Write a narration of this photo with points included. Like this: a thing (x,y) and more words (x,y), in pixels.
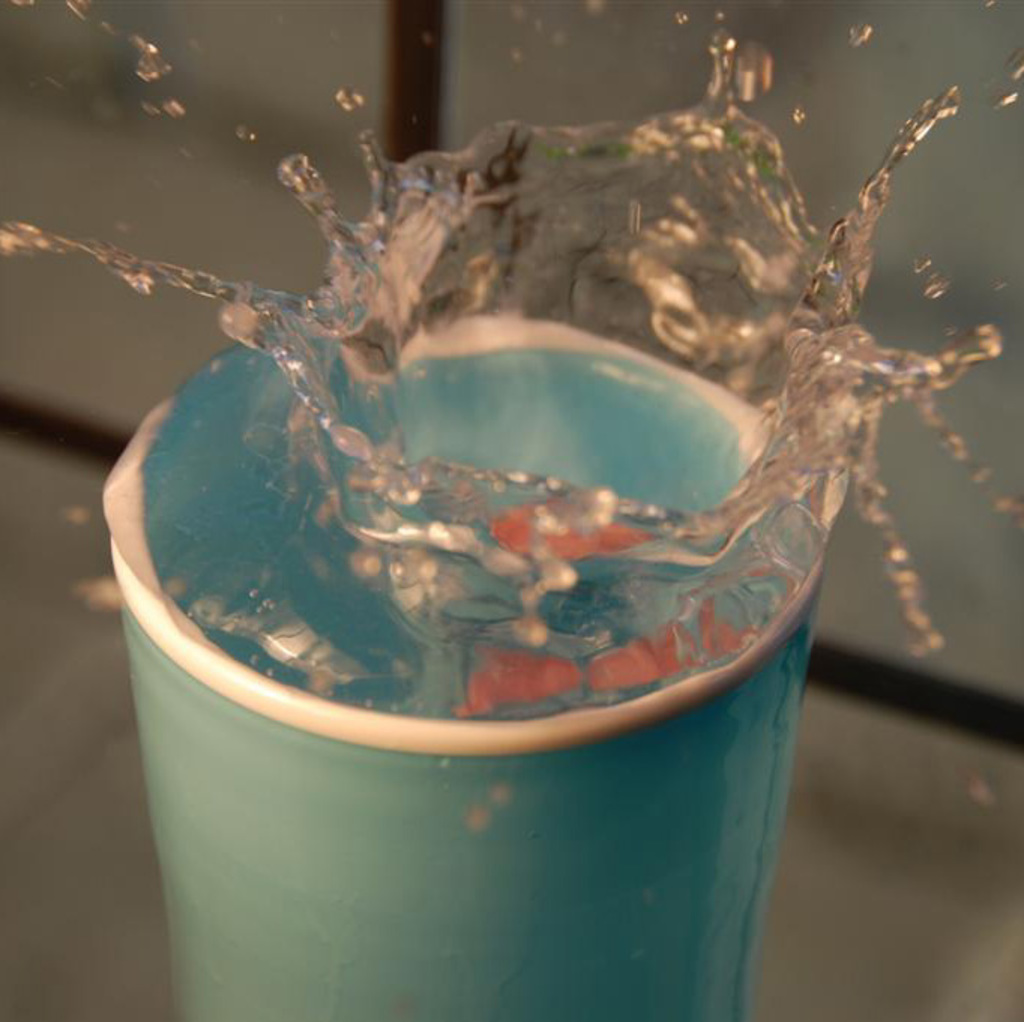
In this picture I can observe a blue color glass (352,735). There is some water (336,407) in the glass (580,811). The background (176,49) is completely blurred.
